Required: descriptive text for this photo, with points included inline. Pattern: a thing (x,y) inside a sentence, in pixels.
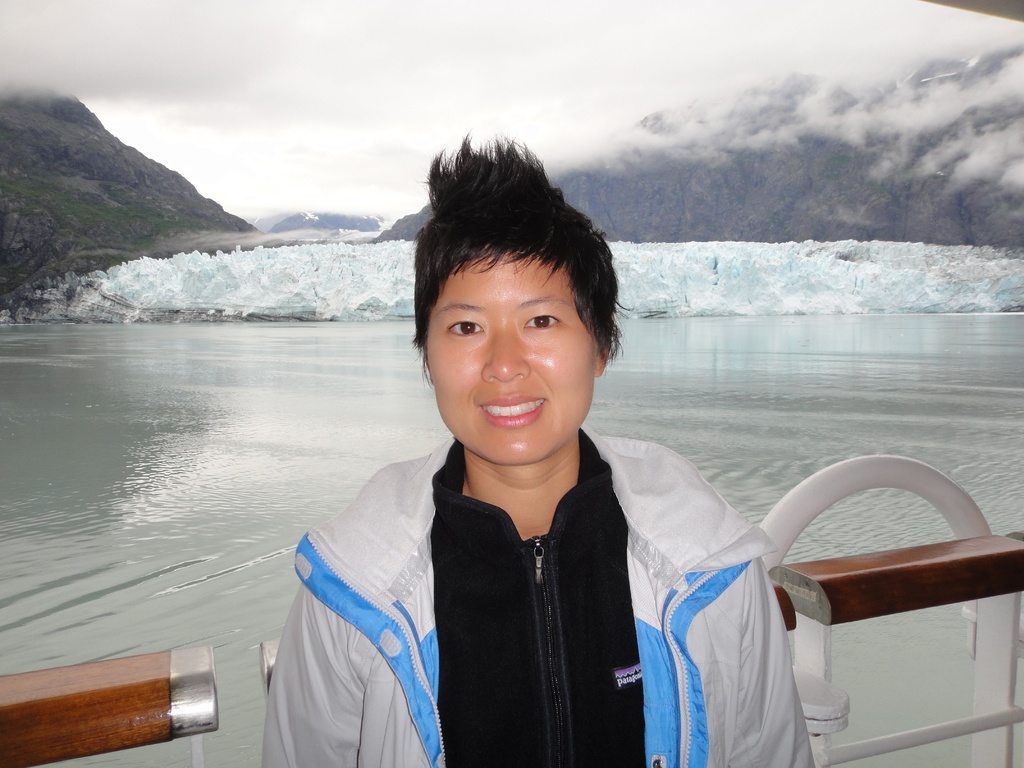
In this image, we can see a person (529,649). We can also see the fence (915,729) and some water (105,449). There are a few hills (896,188). We can also see some snow (675,262) and the sky (331,44).
